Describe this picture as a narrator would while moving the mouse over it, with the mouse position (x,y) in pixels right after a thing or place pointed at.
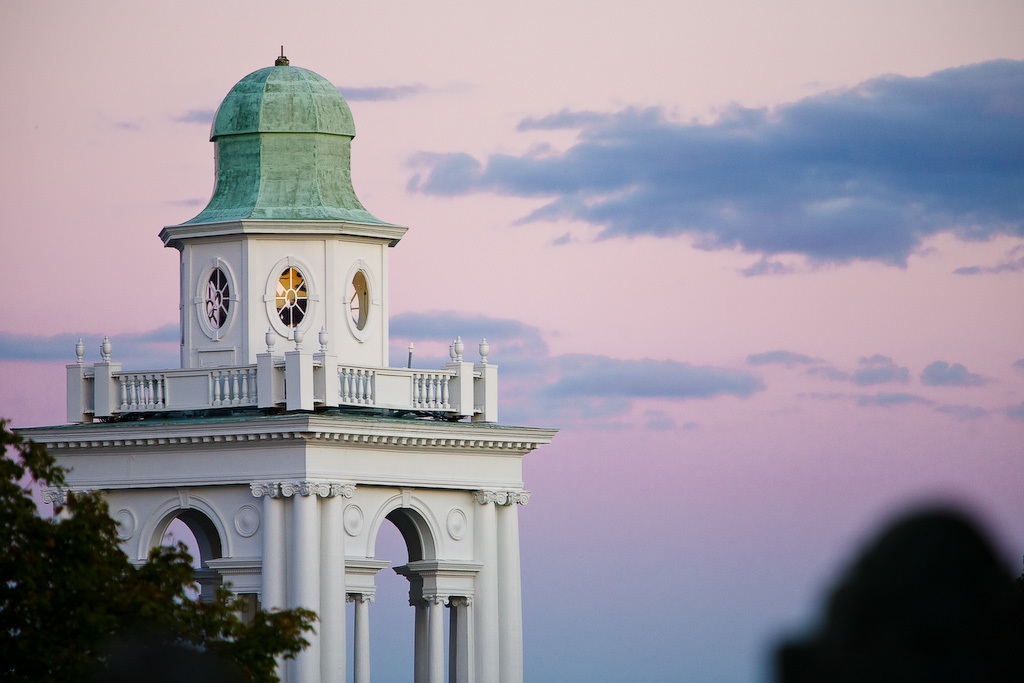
In this image there is a white color building (348,467) on the left side (338,502). There is a tree (236,622) on the left side (290,610). There is some shadow (898,663) on the right bottom (889,601). There is a sky (338,66).
